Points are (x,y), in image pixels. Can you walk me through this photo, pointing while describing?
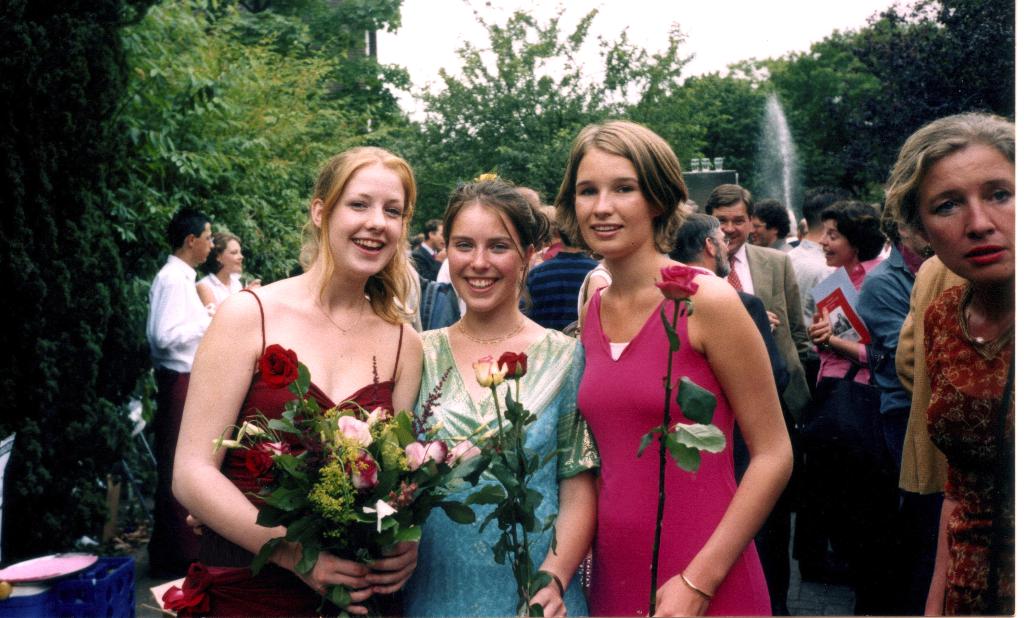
Here a beautiful girl (368,385) is standing and smiling, she is holding rose flowers (414,452) in her hands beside her other 2 girls (728,399) are also standing behind them there are trees (546,105).
